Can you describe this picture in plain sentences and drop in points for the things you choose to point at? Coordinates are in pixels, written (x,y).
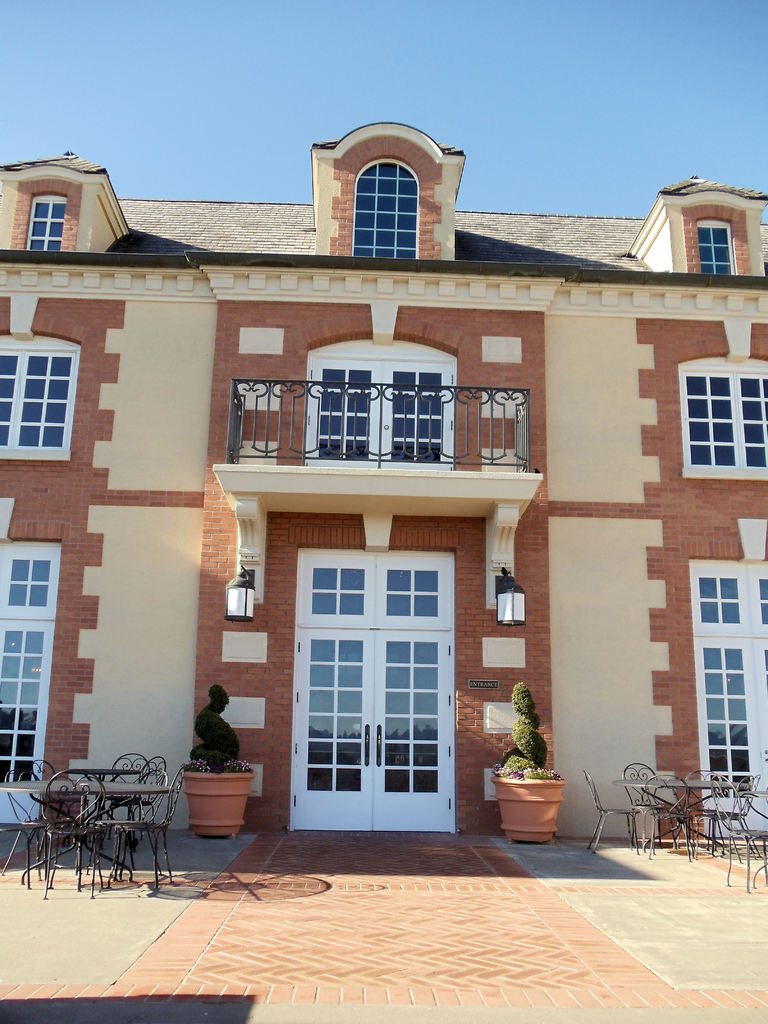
On the left side (81,868) there are chairs (31,806) and dining tables (10,790), in the middle (499,351) it is a house (380,527) with glass doors (384,717) and windows (21,767), at the top (263,119) it is the sky (239,111).
